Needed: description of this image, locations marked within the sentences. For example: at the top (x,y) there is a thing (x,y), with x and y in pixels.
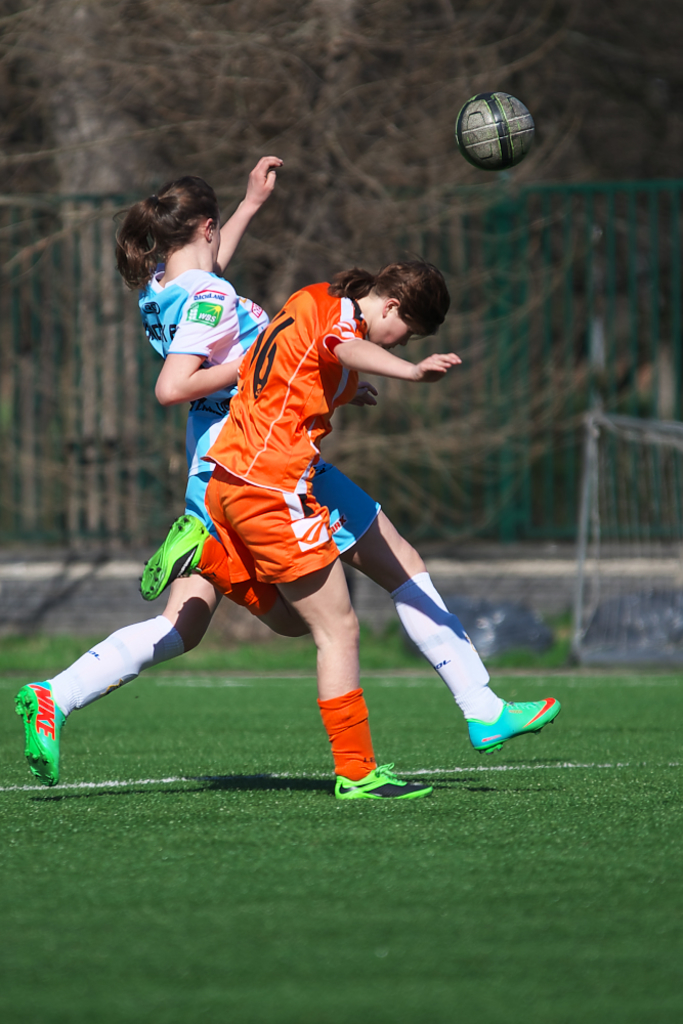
In this picture I can see two persons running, there is a ball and a net (682,525), and in the background (665,392) there are iron grilles (500,253) and trees (319,277).
